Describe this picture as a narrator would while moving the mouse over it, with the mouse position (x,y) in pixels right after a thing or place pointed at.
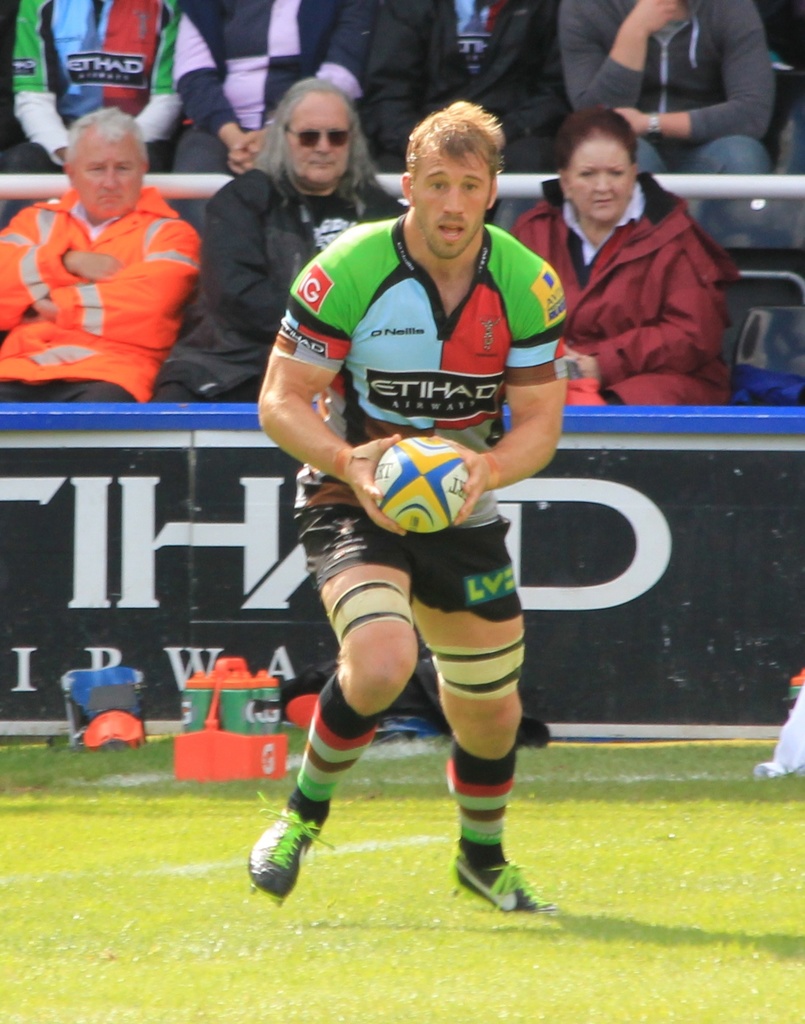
This image consists of a man (348,390) playing a game. He is wearing a jersey (404,431). At the bottom (394,993), there is green grass (377,983). In the background (567,198), there are many people (616,167) sitting in the chairs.
